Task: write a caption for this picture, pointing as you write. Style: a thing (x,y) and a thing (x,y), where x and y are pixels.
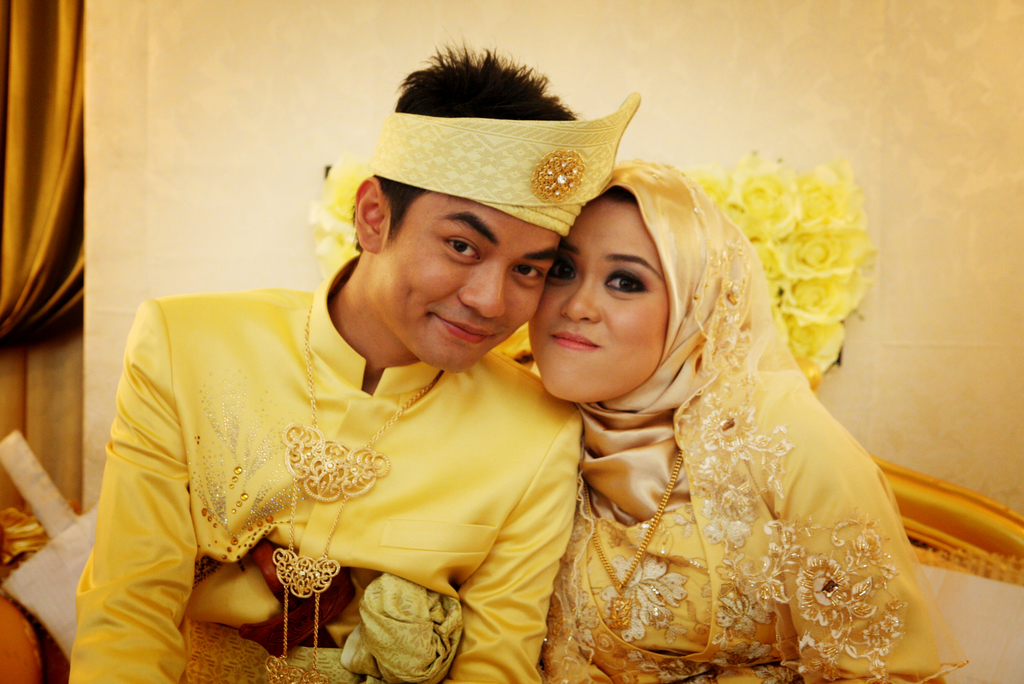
In this image we can see a couple (417,467) who are wearing similar color dress (376,541), male person (440,210) also wearing headband (504,192) sitting together and hugging and in the background of the image (356,78) there is a wall (648,82), there are some flower bouquets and a curtain (62,11).
